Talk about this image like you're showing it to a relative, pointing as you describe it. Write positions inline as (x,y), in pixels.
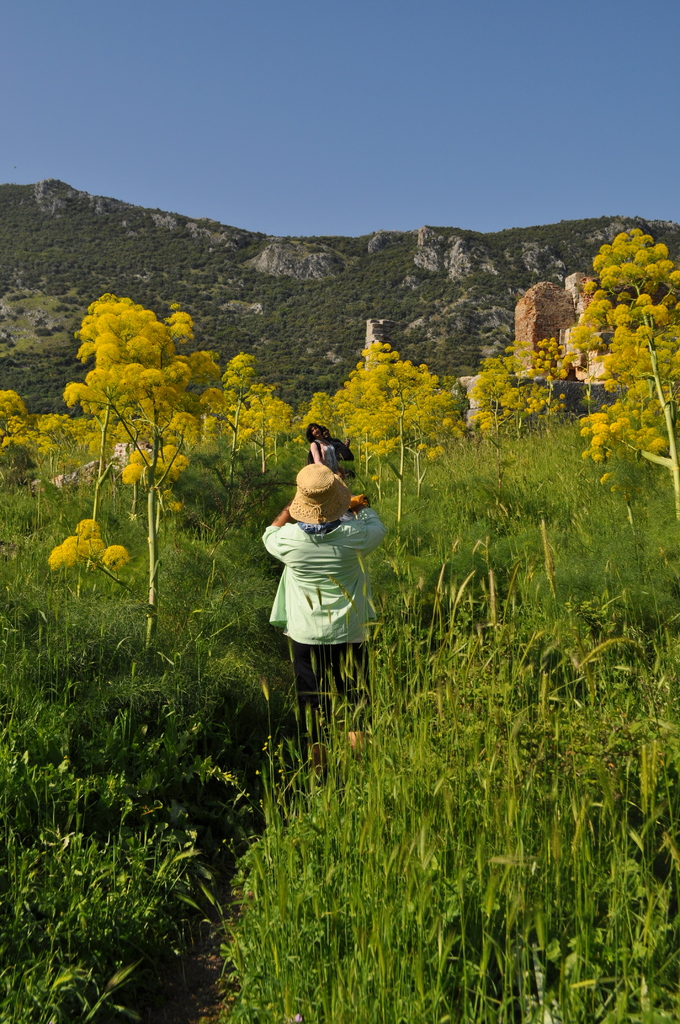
In this picture I can see few people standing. There are plants (609,449), trees (106,247), rocks (564,289), hill (9,296), and in the background (453,103) there is the sky (469,115).
